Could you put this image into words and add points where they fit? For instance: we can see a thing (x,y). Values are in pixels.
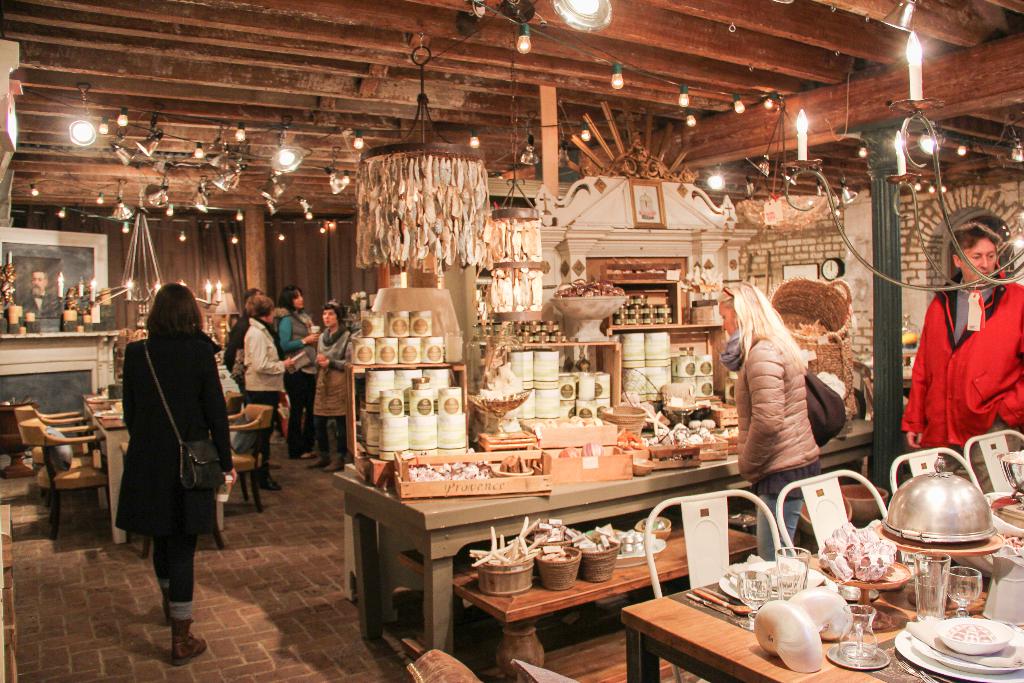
In this image, we can see a woman (169,507) is walking here. On the right side of the image (769,420), there is an another woman (751,424) is seeing some items (665,446) on the table (596,487) that are placed on the table (455,501). On the right side of the image (934,410), the other person (971,355) is also seeing. In this image, we can see some hangings (434,166), lights (359,145). The left side of the image (80,444), we can see few chairs (56,472) are placed. And here we can see some photograph (42,295). On the bottom of the image (757,638), we can see a dining table (729,629). On top of the dining table (717,634), we can see glasses (918,611), plates (937,658), spoon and bowl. Around the table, we can see few white chairs (825,512). In the middle of the image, we can found four peoples (339,345) are standing. Here we can see wooden roof (313,89) also.
